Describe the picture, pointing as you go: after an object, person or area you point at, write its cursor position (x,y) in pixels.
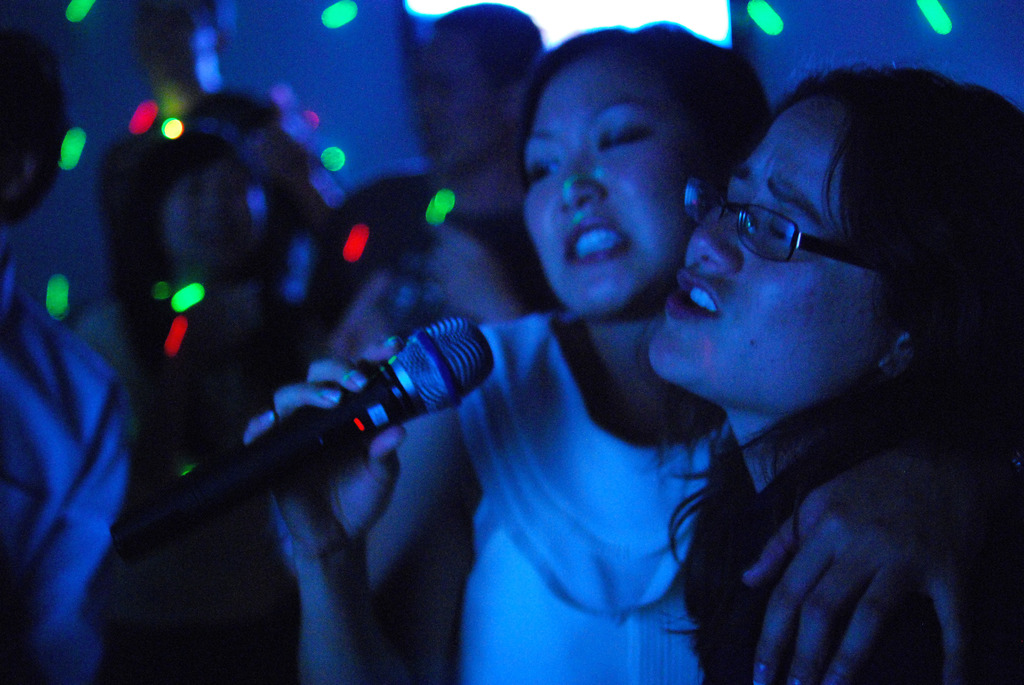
Two women (643,368) are standing. Woman (803,387) on the right (823,386) is wearing a specs (786,234). Woman (594,306) on the left (330,418) is holding a mic (464,381). They both are singing. In the background (236,244) there are many persons (215,255) standing and there are some lights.
